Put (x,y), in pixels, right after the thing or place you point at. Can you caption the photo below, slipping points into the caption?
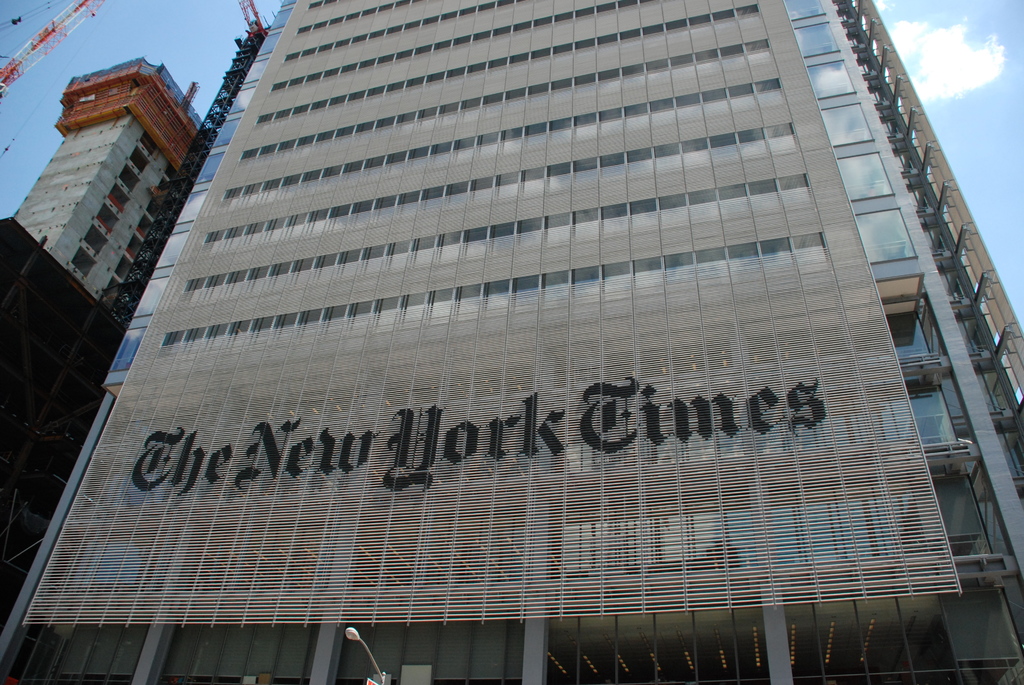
In this image I can see few buildings (264,275), red colour crane (46,41) and here I can see something is written. I can also see clouds (984,45) and the sky (166,4) in background (108,19).
